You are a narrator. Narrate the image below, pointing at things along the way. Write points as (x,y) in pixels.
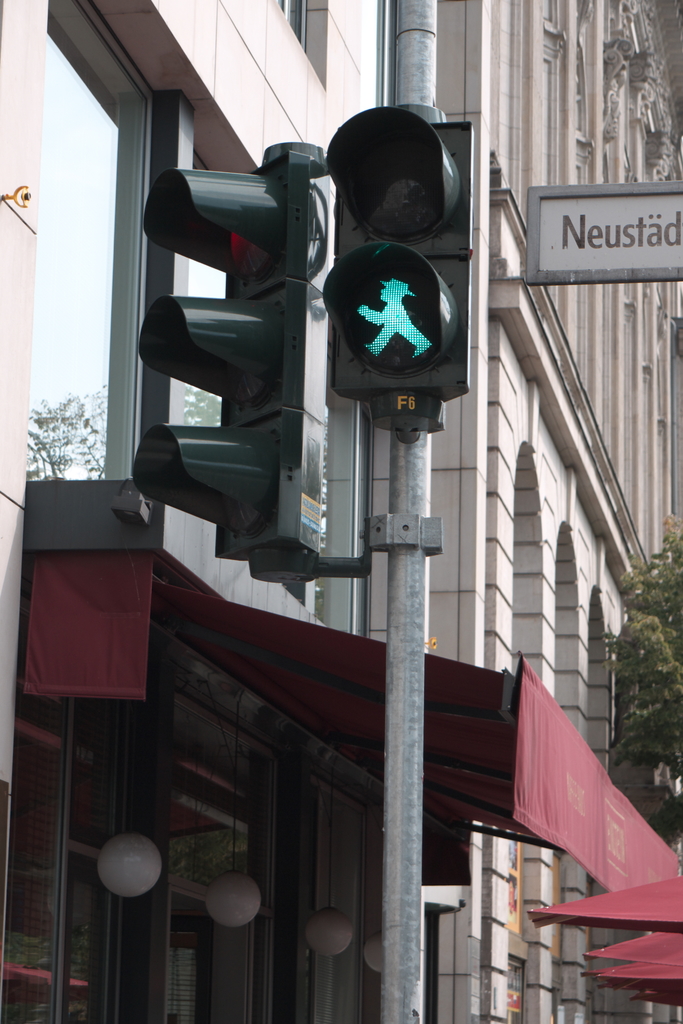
In this image we can see buildings (353,67), pipeline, sheds (361,707), traffic poles (395,698), traffic signals (440,323), trees (642,580) and a name board (543,258).
